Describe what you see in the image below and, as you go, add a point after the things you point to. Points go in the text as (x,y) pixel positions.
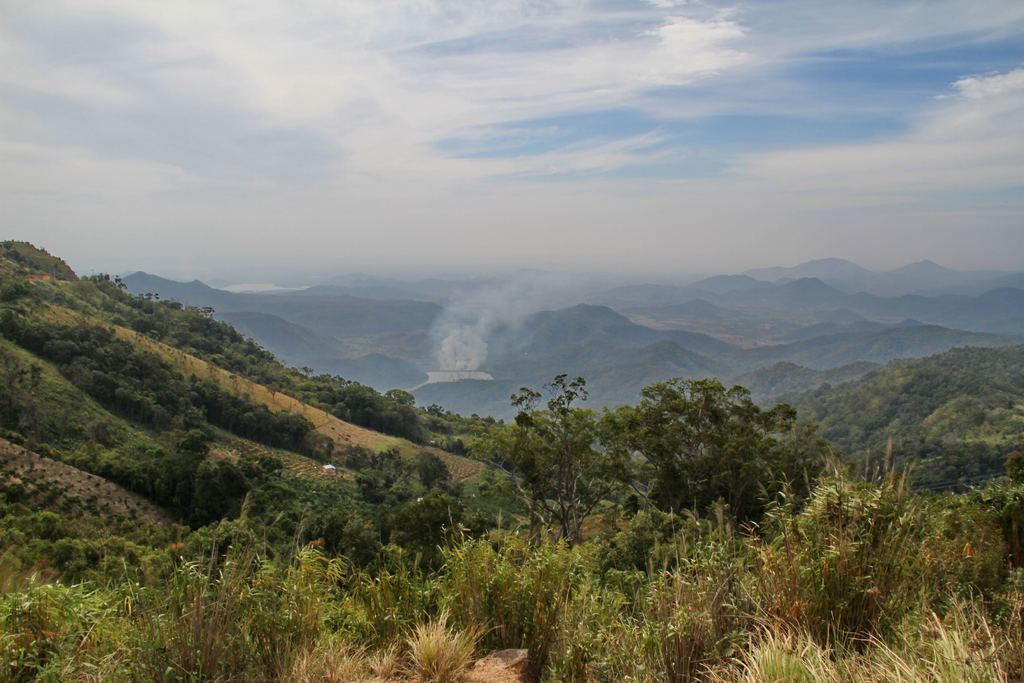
In this image we can see mountains (279,440), trees (421,416), grass (210,588). At the top of the image (404,172) there is sky (327,157) and clouds (391,170).
